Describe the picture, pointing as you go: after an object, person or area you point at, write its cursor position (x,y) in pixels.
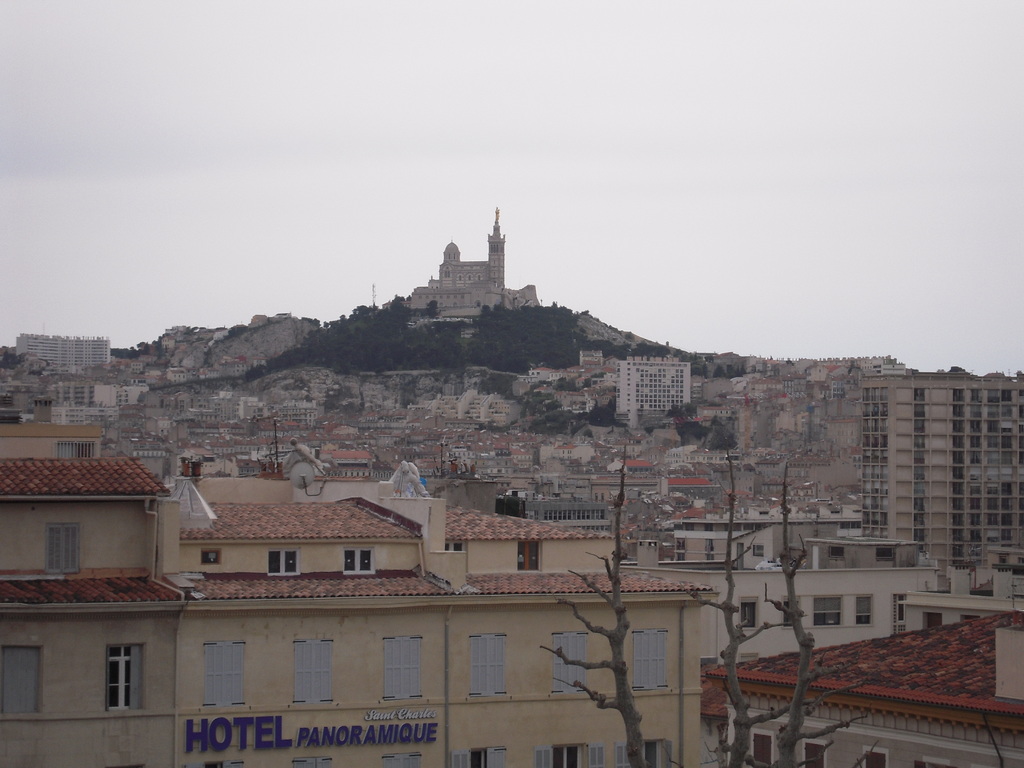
In this picture we can observe buildings (525,642). There is a building (456,297) on the hill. There are some trees (430,331). In the background (311,141) there is a sky (520,168).
